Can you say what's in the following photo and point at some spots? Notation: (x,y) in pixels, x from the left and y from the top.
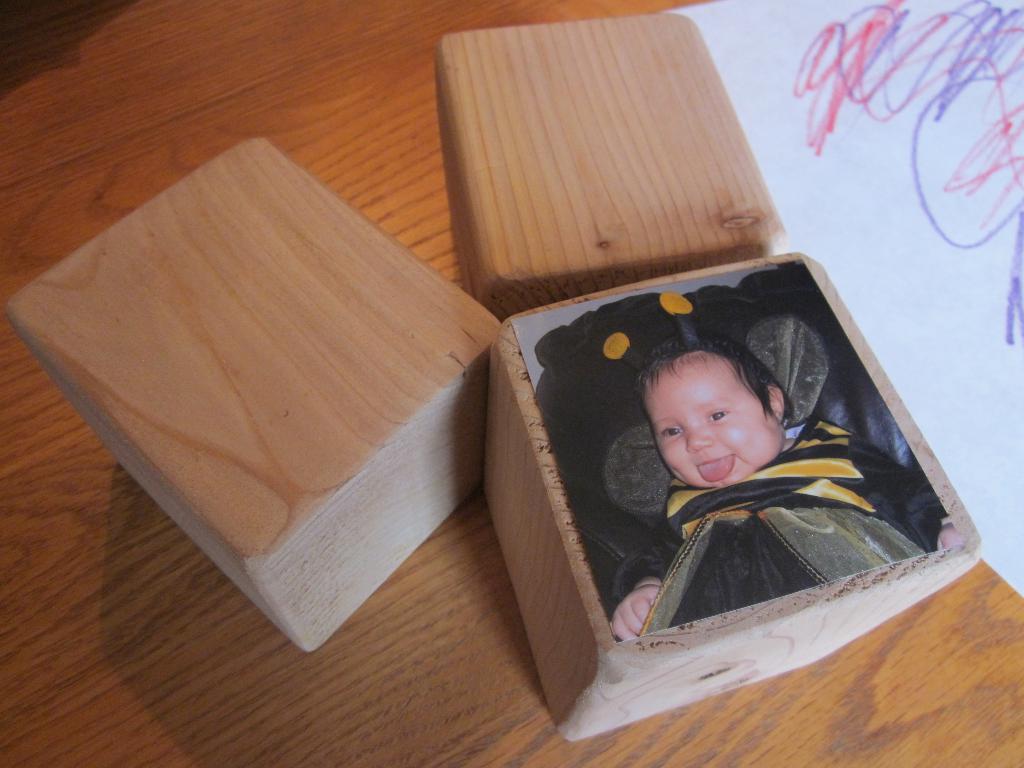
In this picture we can see wooden objects (585,253), paper (899,170), photo (612,393) of a baby (671,429) smiling and these all are placed on a table (34,82).
